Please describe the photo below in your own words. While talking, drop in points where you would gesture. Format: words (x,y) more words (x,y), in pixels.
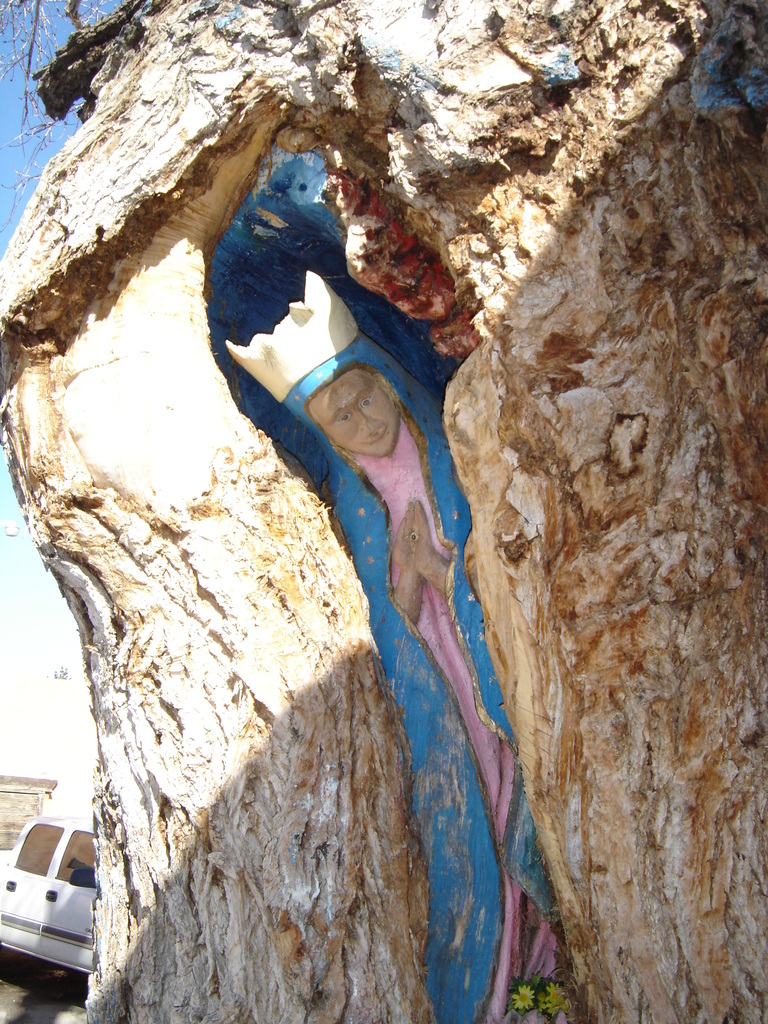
In this image I can see a tree trunk (342,802) and I can see few paintings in multi color on the tree trunk (310,830). Background (48,900) I can see a vehicle (69,879) in white color and the sky (51,150) is in blue color.
